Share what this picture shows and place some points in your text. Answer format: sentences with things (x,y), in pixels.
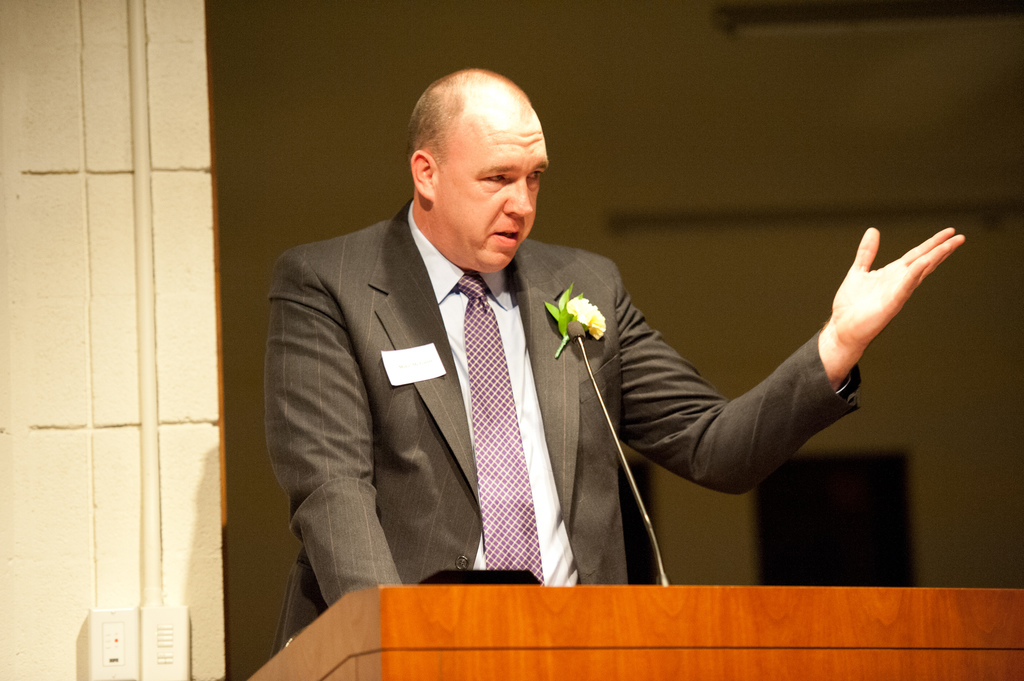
Here in this picture we can see a person (442,276) standing over a place in a black colored suit (355,404) on him and speaking something in the microphone (582,346) present in front of him on the speech desk (334,640) over there and we can see an ID card (428,357) and a flower (559,320) on his coat (556,332) over there.
